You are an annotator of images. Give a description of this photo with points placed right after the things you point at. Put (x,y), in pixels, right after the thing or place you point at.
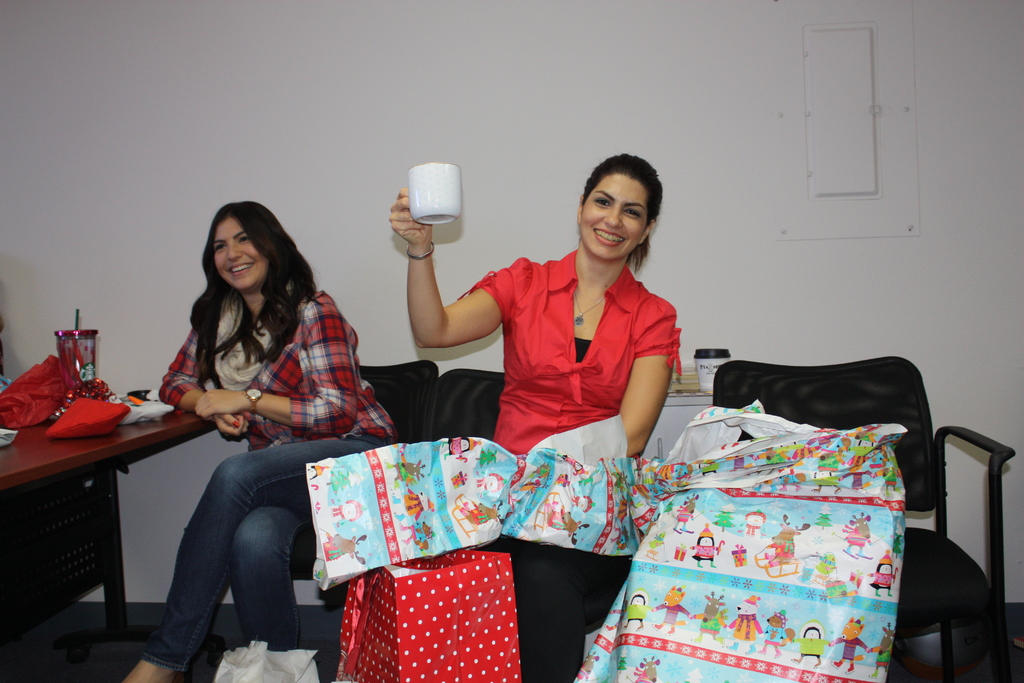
In this image I can see two women (563,342) are sitting on chairs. This woman (585,353) is holding a white color cup (409,191) in the hand (401,223). The woman (431,263) is smiling. Here I can see some objects (476,604). On the left side (97,455) I can see a table (100,465) which has some objects (70,436) on it. In the background (348,93) I can see a white color wall (320,86).
